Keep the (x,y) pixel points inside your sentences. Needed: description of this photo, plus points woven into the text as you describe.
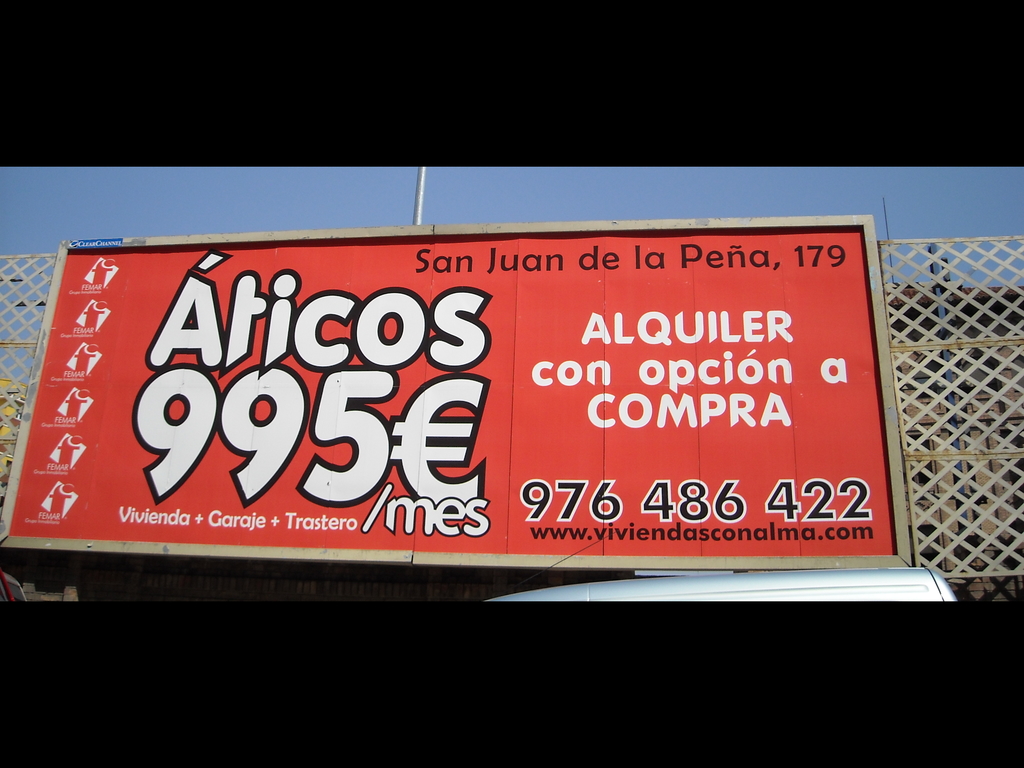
In this image I can see a red color board (792,416) is attached to the fencing (972,420). I can see a pole (421,223) and the sky (319,204) is in blue color.
